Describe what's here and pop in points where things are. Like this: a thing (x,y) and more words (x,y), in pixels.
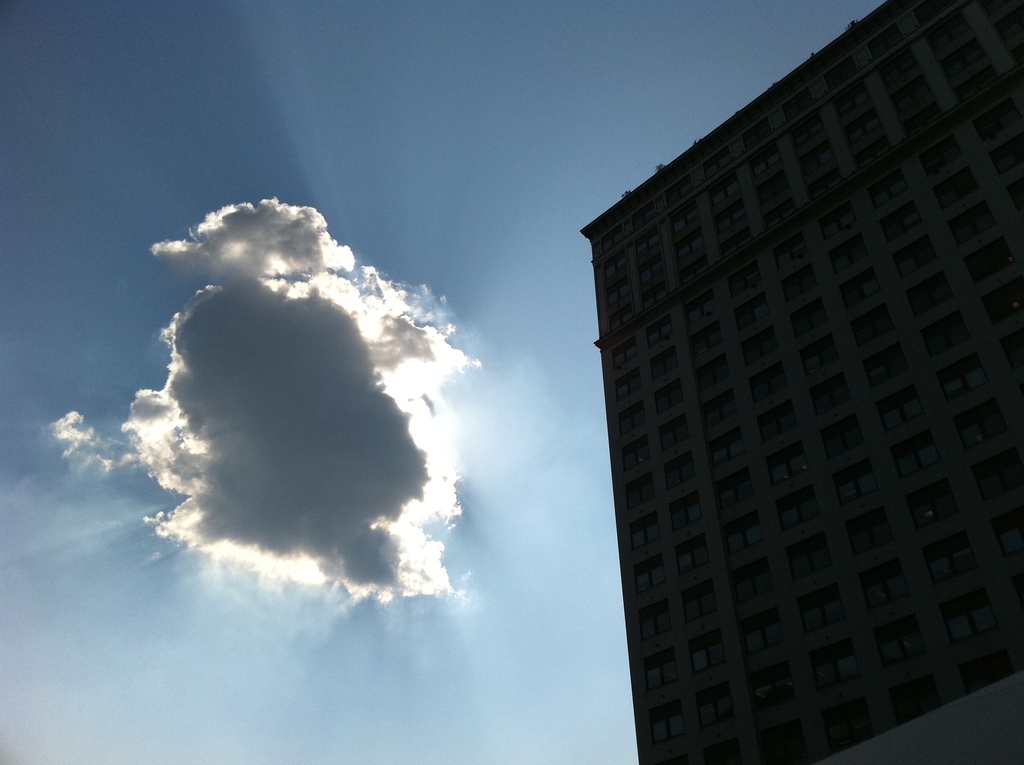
In this image I can see the sky (145,305) and on the right side (765,515) I can see the building (936,399).
